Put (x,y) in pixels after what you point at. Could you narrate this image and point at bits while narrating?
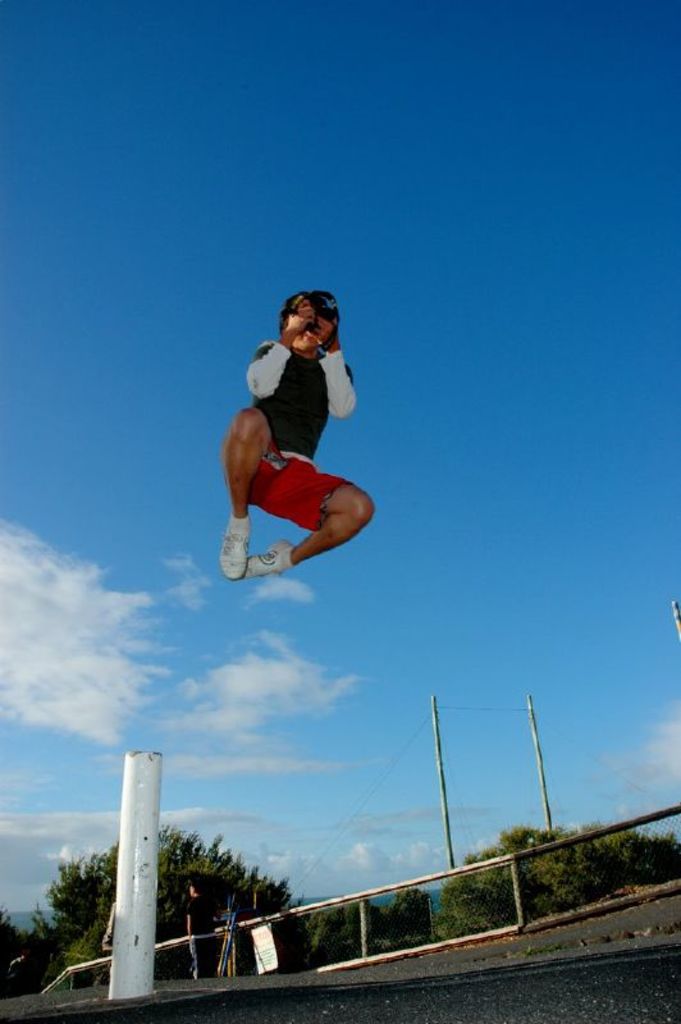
In this image we can see a person (261,373) holding a camera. We can also see a fence (536,858), poles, wires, a group of trees (536,912), the pathway (545,934) and the sky (432,608) which looks cloudy.
